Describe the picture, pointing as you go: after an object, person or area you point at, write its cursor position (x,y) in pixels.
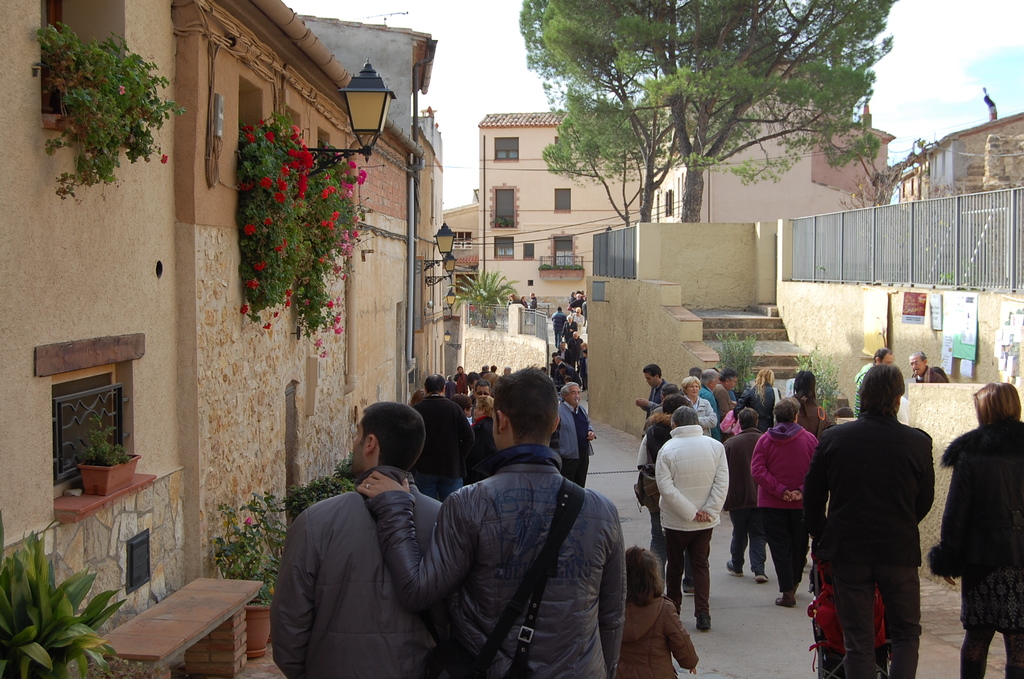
In this image I can see the group of people (667,565) with different color dresses (687,497). To the left (290,230) I can see the building (162,244) with plants (327,198) and the flower pots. I can also see the lamp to the building (27,436). These flowers (251,225) are in red color. To the right (839,333) I can see the boards (977,338) to the wall (837,311) and the railing (829,242). In the background (587,162) I can see the trees (616,154), few more buildings (616,179) and the sky (470,63).
